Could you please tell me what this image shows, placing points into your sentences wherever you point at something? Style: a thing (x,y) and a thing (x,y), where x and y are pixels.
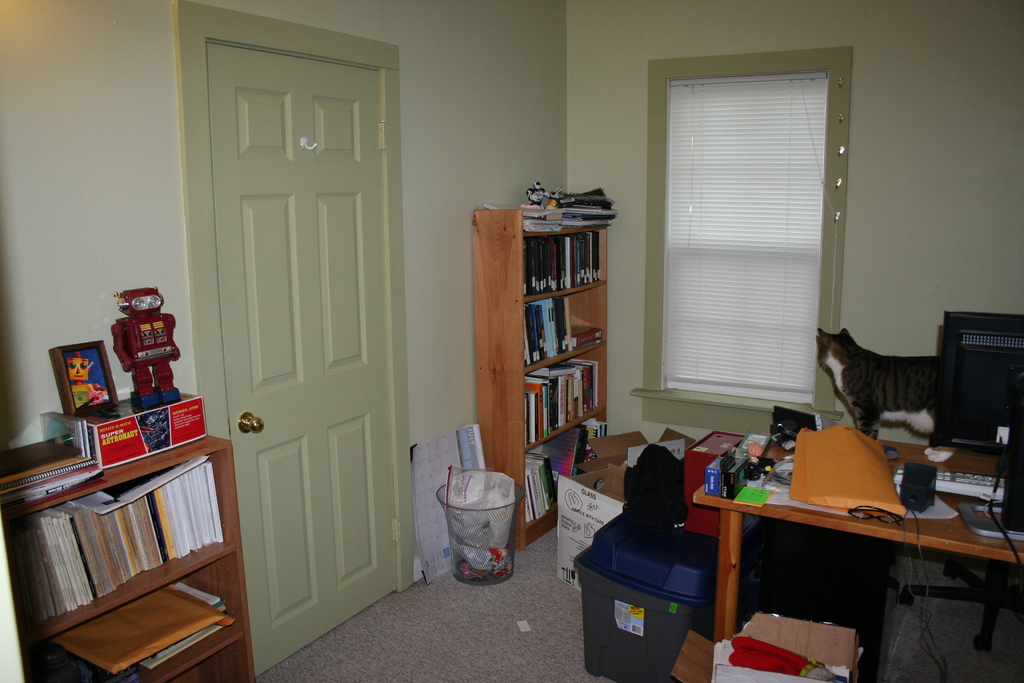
In this image we can see a cat (872,415), computer (945,407), keyboard (968,481) and few things (848,493) placed on the table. There is a bookshelf (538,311) and toy (156,389) on the left side of the image (222,557). This is door (290,480) and this is the window glass (770,238). This is the dustbin (497,529) and this is the cardboard box (587,513).
